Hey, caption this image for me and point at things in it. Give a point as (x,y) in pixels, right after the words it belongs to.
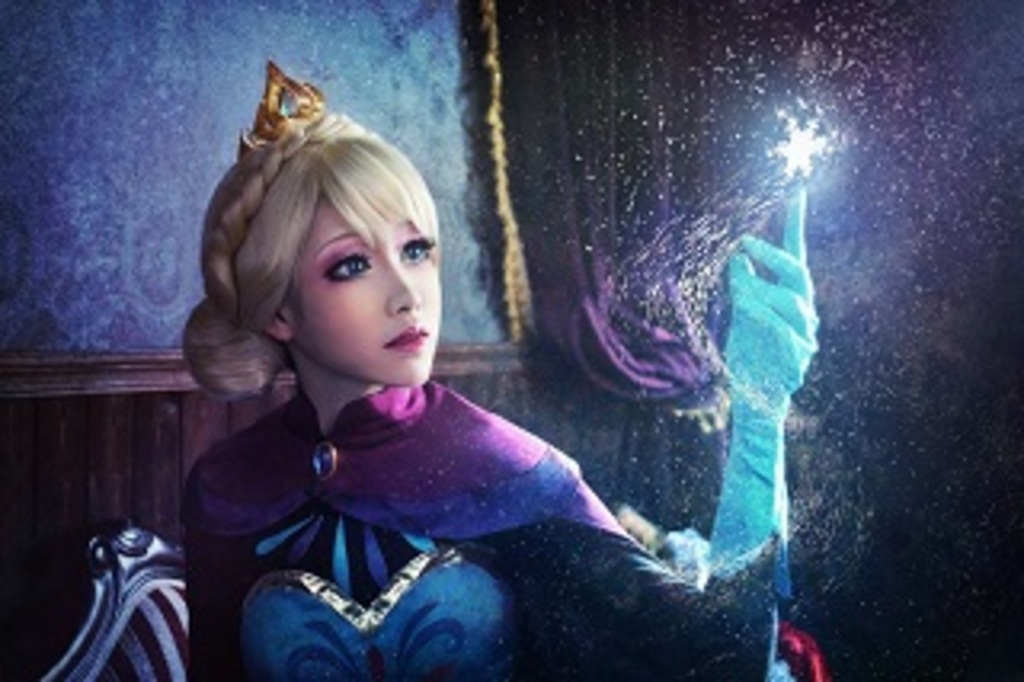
In this image, we can see a picture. Here we can see a woman (486,505). Background we can see a wall (603,406), curtain (652,323), some objects (174,618).
